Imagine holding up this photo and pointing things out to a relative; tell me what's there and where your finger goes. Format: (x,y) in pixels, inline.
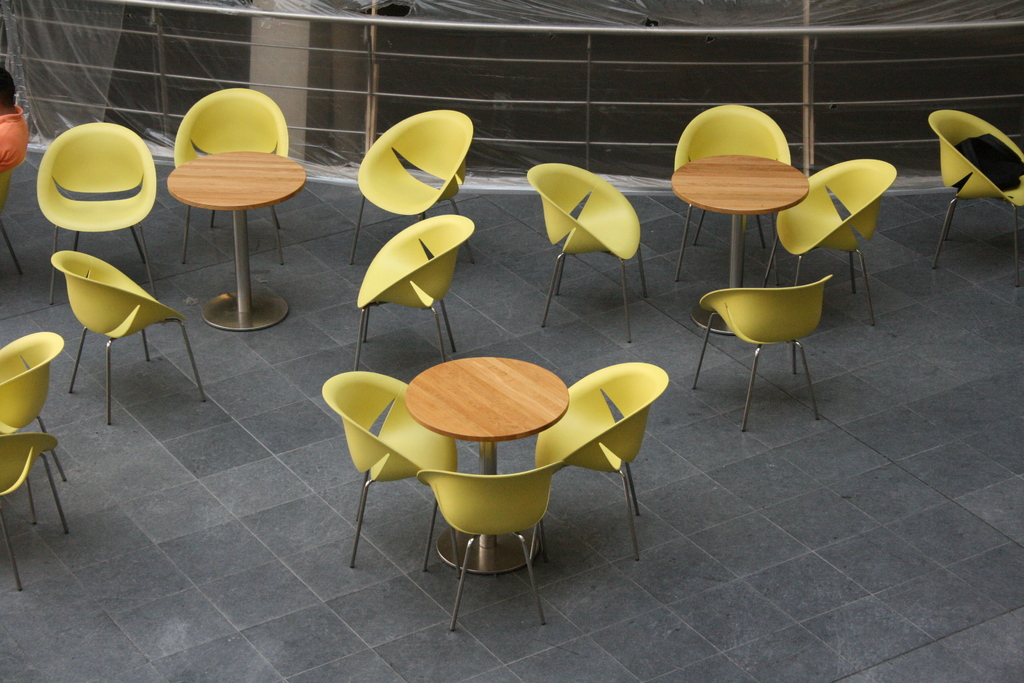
in this picture, we see the empty chairs (364,282) and the round shaped tables (471,366). These chairs (414,276) are in yellow color. In the background (503,68), we see the railing (308,47) and a pillar (296,137).
